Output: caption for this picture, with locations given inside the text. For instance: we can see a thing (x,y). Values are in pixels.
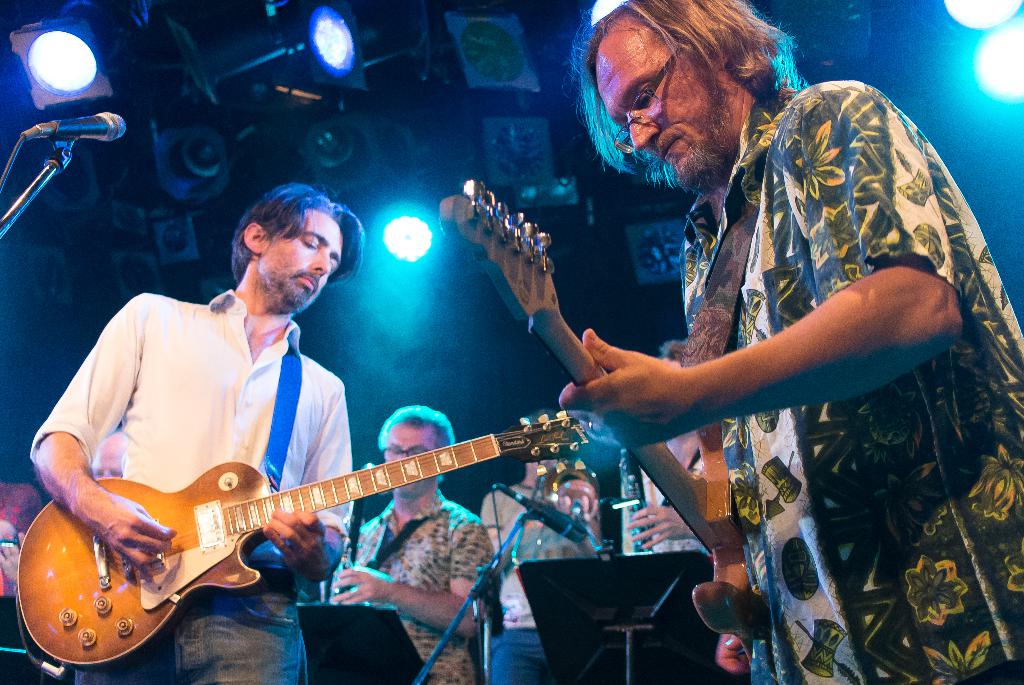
As we can see in the image there are lights (671,244), few people (529,480) here and there and two people (293,533) who are standing in the front (223,400) are holding guitars (225,497).
